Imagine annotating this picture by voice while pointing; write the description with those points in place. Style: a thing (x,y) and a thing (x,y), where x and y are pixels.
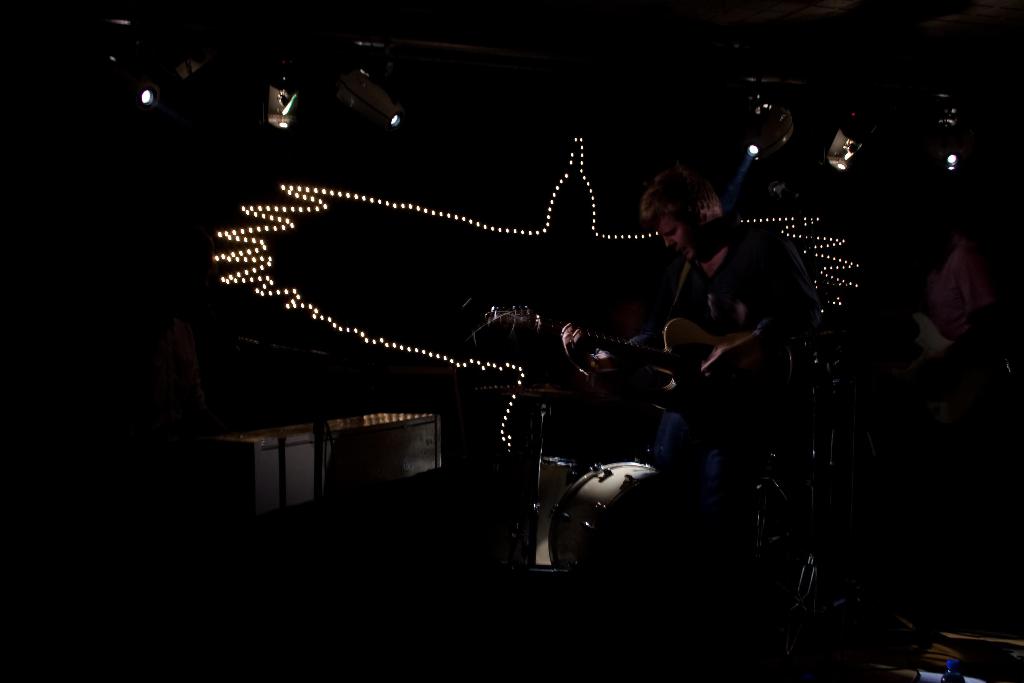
This person (721,244) is playing a guitar (751,356). Here we can see musical instruments (655,472). These are focusing lights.
